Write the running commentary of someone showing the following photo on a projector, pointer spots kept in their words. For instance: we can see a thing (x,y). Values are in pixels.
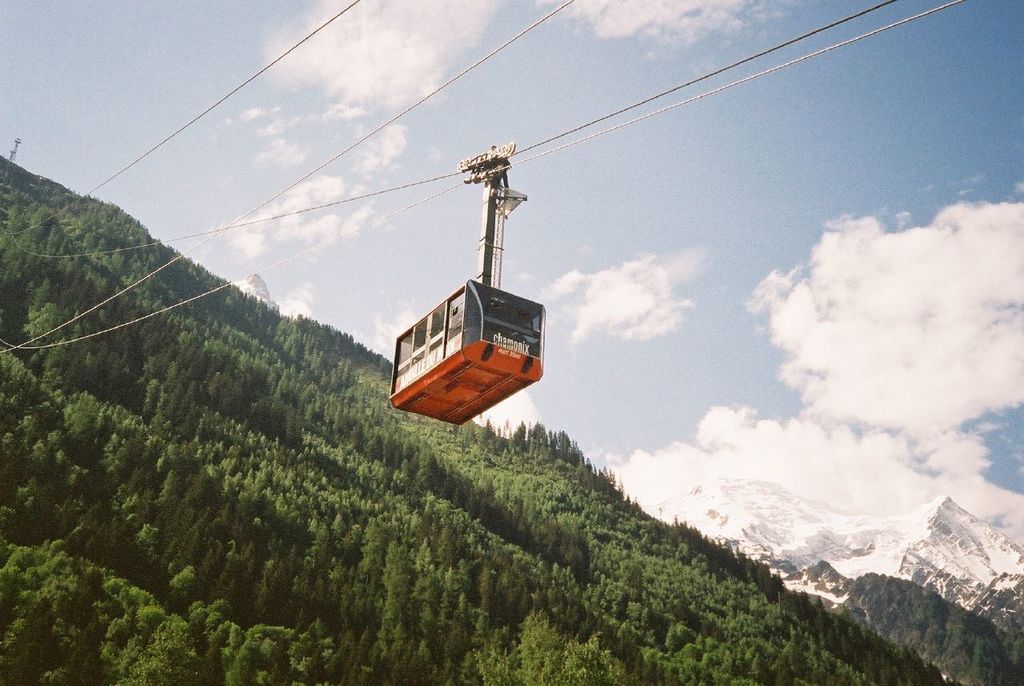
In the middle of the picture (491,311) we can see cables (709,75) and a cable car (467,315). Towards left (100,301) it is looking like a hill (157,457) covered with trees (297,579). In the background (901,539) towards right (902,528) there are mountains (920,546). In the background (661,420) and at the top (615,178) there is sky (378,201).
